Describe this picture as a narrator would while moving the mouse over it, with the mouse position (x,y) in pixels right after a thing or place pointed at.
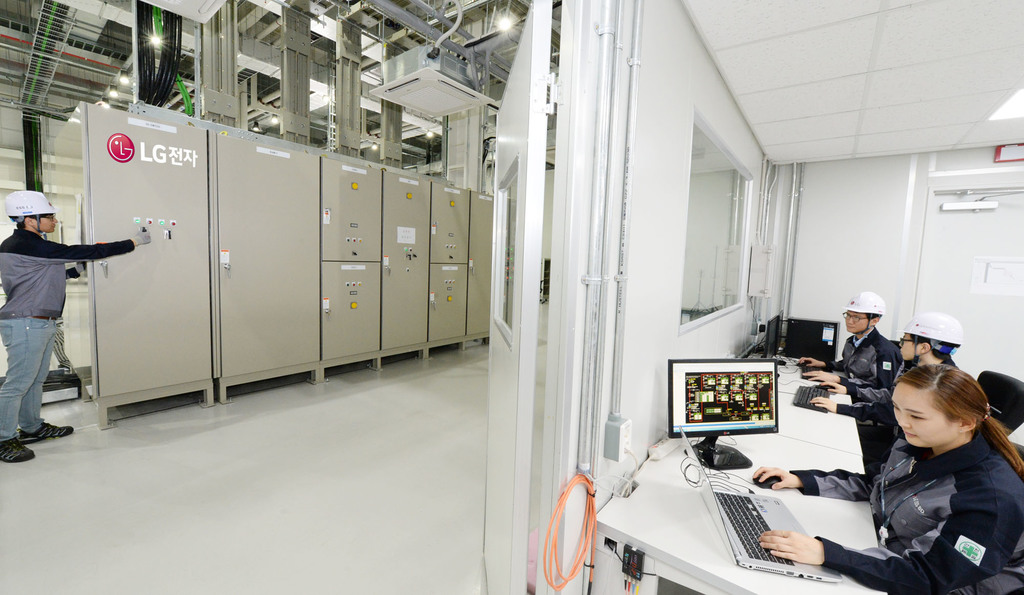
In this image, we can see walls (801,311), glass window (721,269), doors (1003,254), poster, some objects (277,290), machines (177,309), pipes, pillars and light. Here we can see laptop (771,526), monitors (743,395), keyboards (806,397) and mouses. On the left side of the image (37,365), we can see a person (57,301) is standing and holding an object (142,241).
